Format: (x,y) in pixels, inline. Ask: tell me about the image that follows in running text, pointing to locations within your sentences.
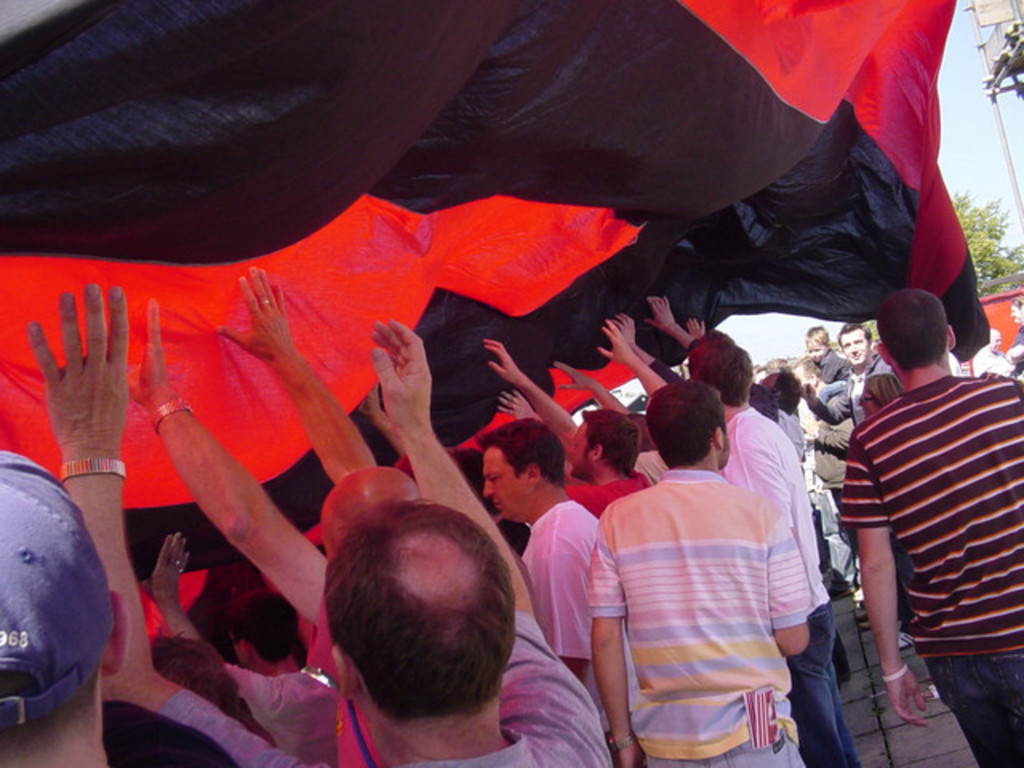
In this image we can see many people (744,410). Also there are many people (912,400). Also there is a sheet (356,222). One person (78,559) is wearing a cap (33,621). Some are wearing watches (166,405). In the background (792,317) there is sky (945,169), tree (989,228). On the right side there is a pole (1009,168).
